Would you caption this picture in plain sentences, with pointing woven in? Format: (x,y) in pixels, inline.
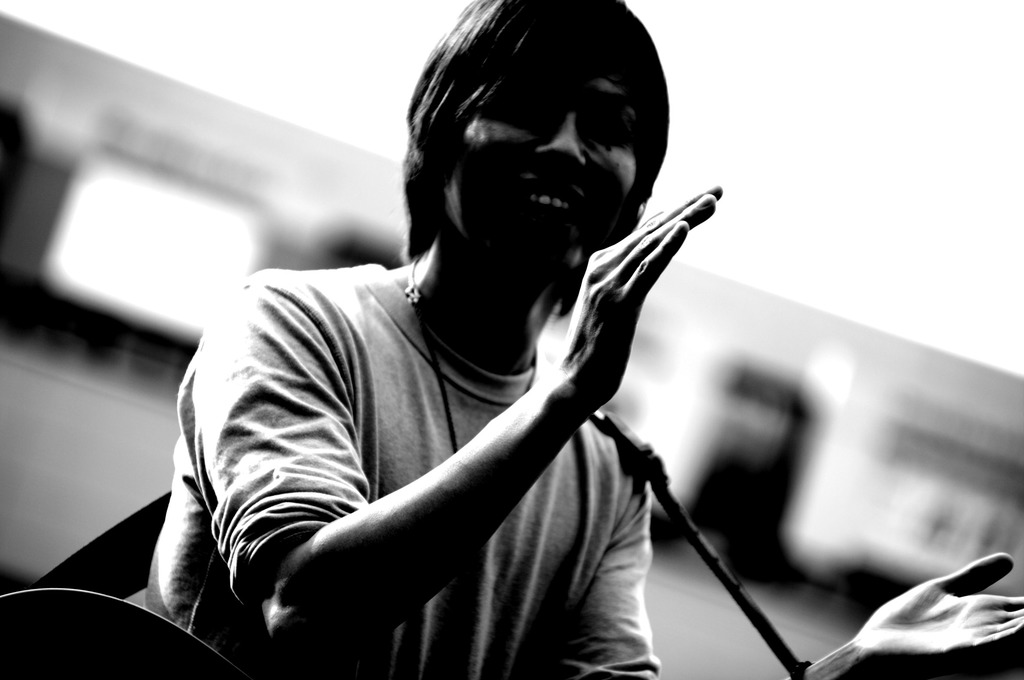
This is a black and white picture in which we can see a person (320,462) wearing T-shirt (244,437) and carrying guitar (205,652) is smiling. The background of the image (1015,533) is blurred.
